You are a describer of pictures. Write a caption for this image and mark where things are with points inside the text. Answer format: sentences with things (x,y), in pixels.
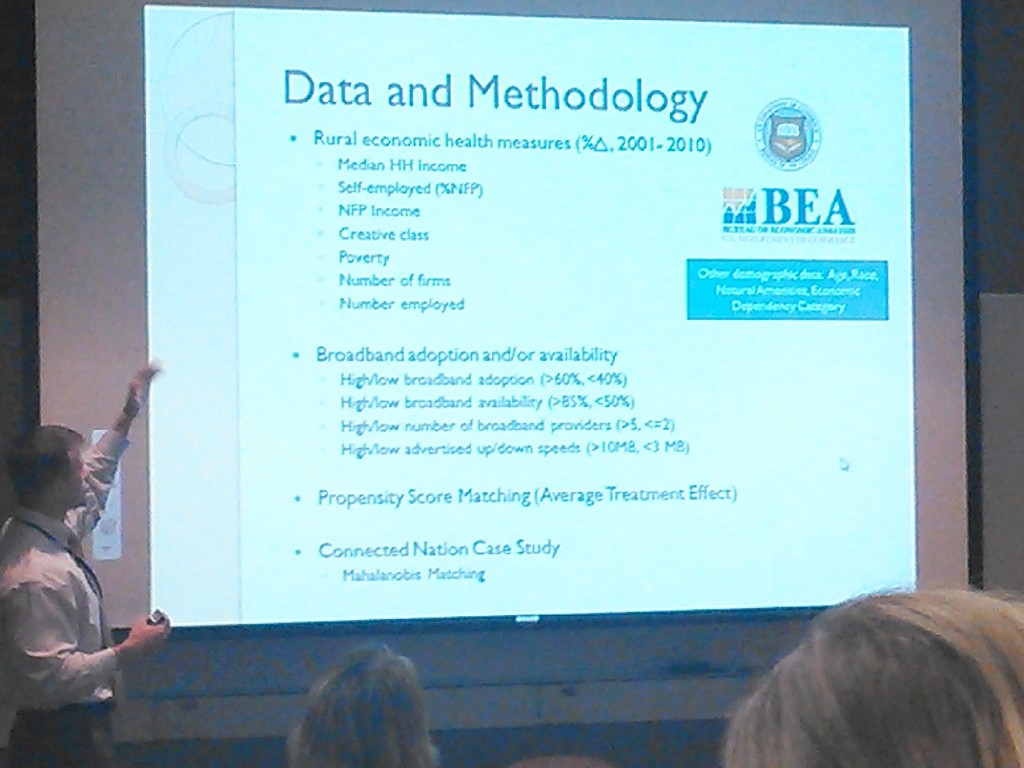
In this image at front (946,699) there are two persons (871,688). In front of them there is a screen (357,242). Beside the screen (151,485) person (56,460) is standing by holding the object (161,616).
